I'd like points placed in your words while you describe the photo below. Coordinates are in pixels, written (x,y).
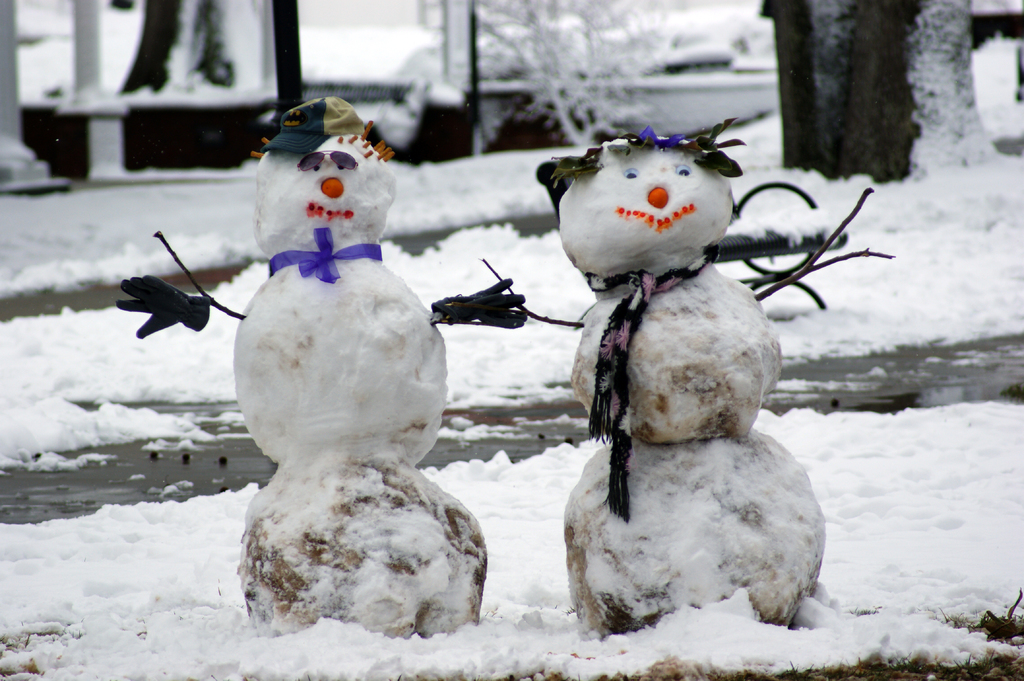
In the center of the image (413,393) we can see snow mans (740,394). In the background (592,59) there are trees (838,58) covered by snow (579,139). At the bottom (966,535) there is snow (930,532).
